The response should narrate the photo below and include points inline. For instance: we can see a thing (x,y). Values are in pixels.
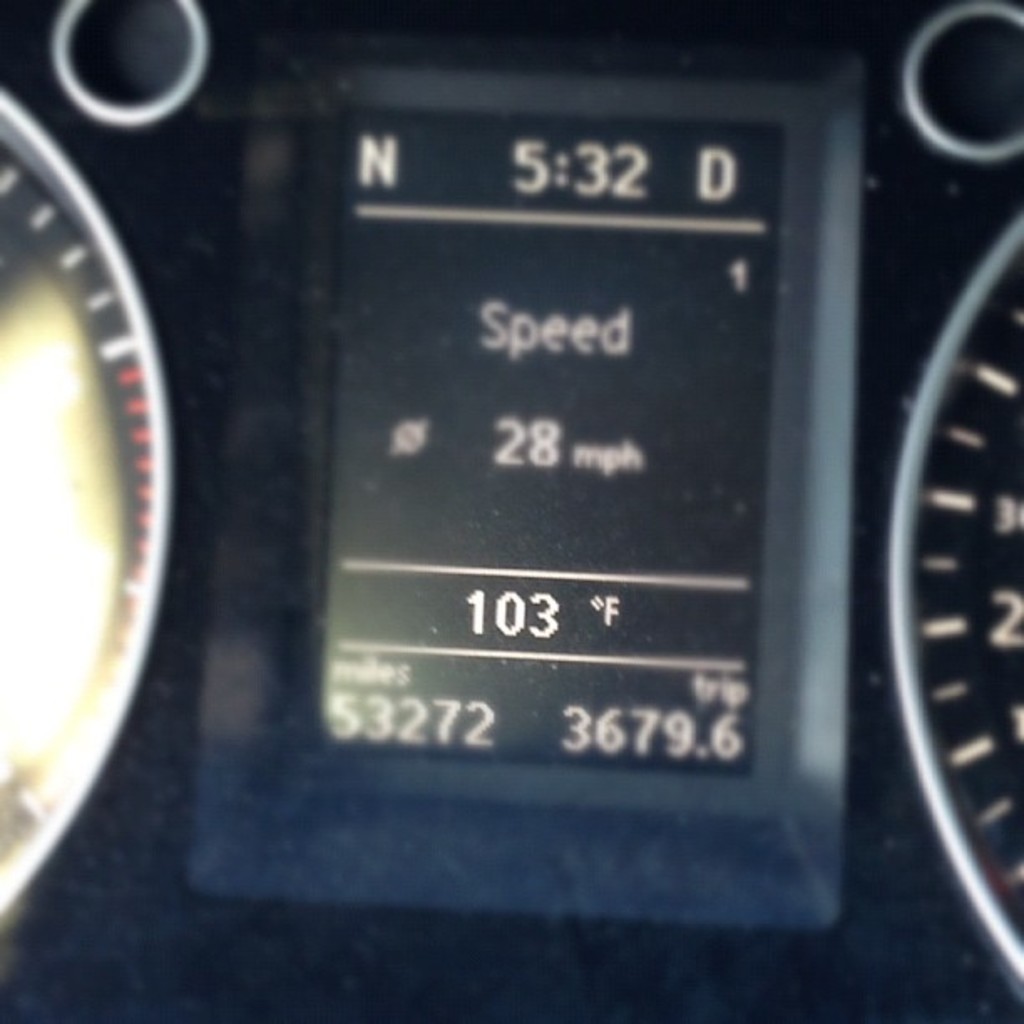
In this picture we can see a digital display (604,541) in the middle (598,534), on the right side (979,525) and left side (18,328) there are meters (995,443), we can see some text (557,333) and numbers (591,155) on this display (558,390).
